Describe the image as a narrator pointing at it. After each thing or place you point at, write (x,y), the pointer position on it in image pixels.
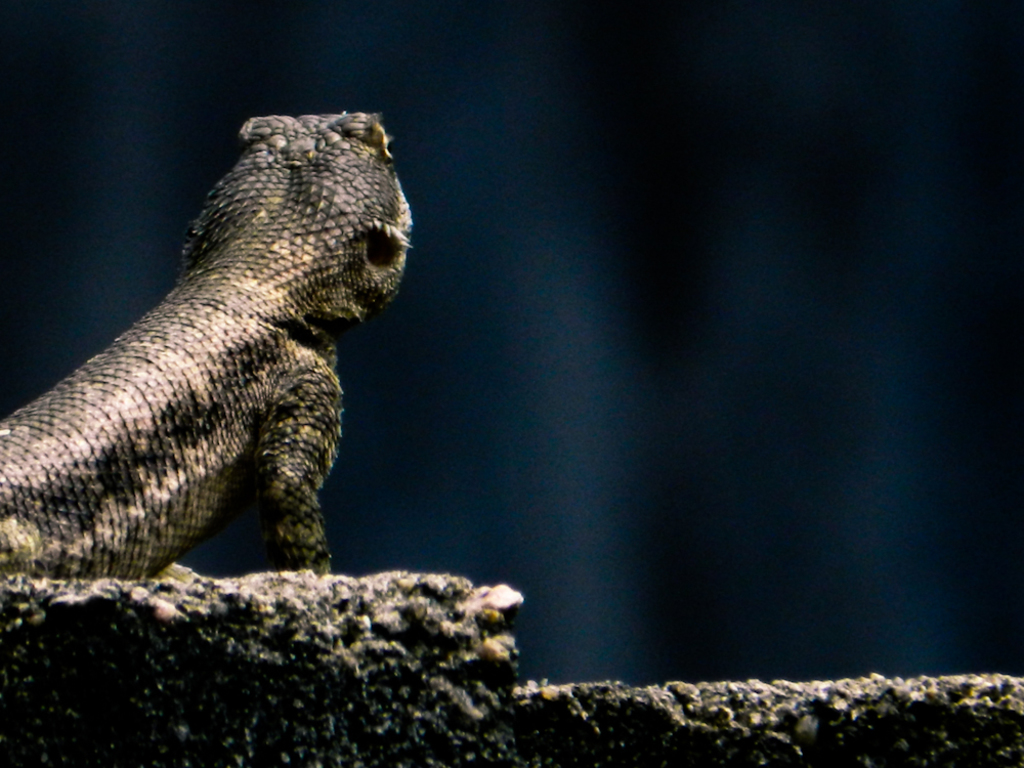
In this image we can see a lizard (236,455) on the wall (478,643), and the background (22,78) is blurred.
